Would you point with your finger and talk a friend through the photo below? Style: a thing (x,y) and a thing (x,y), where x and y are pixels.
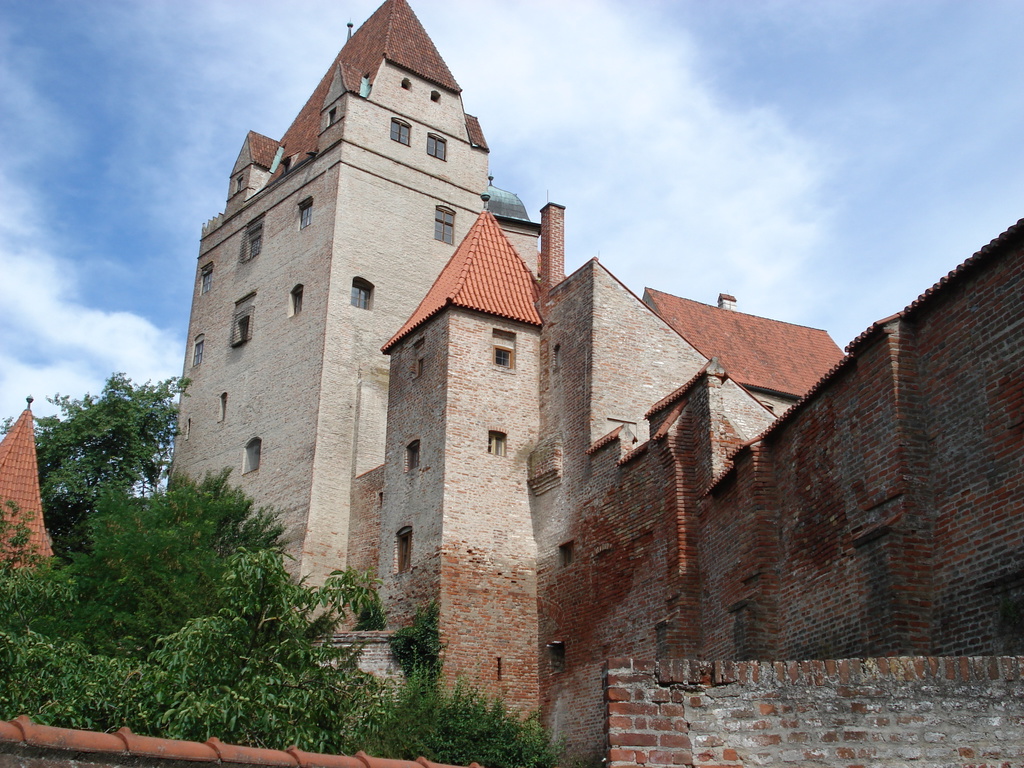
In this image there are trees (126,485), compound wall (964,532), buildings (603,324), and in the background (57,75) there is sky (770,173).
